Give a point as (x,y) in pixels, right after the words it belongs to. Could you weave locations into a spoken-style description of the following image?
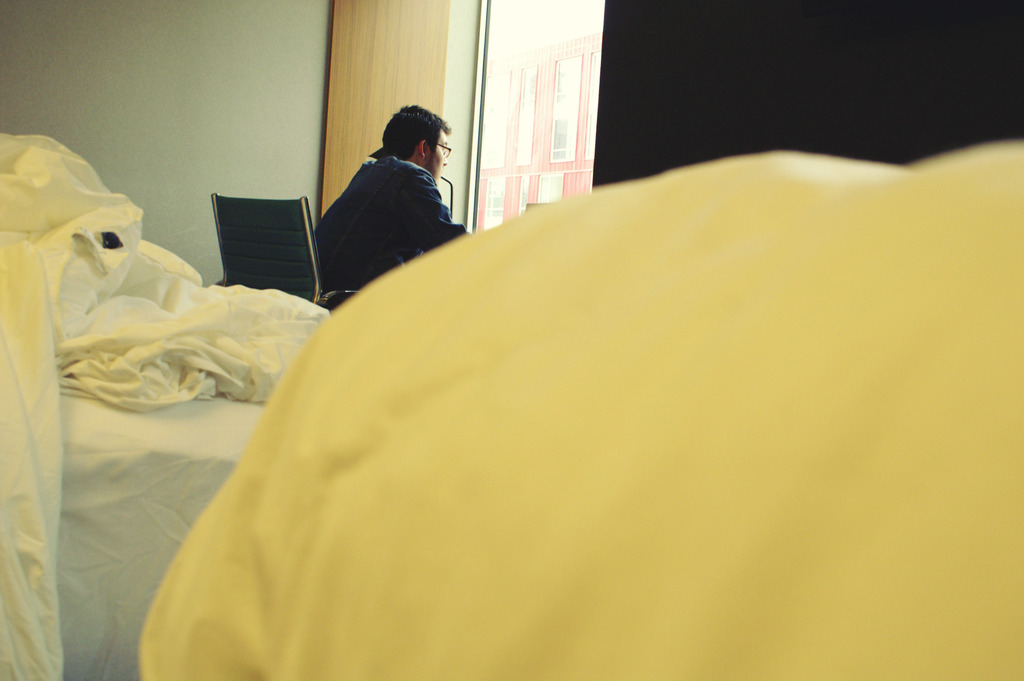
This picture is clicked inside the room (178,202). At the bottom of the picture (417,595), we see a yellow colored cloth (624,516) and beside that, we see a bed (196,454) with white colored bed sheet (148,410). Beside that, we see a man (393,167) in blue jacket (365,221) who is wearing spectacles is sitting on the black chair (270,226). In front of him, we see a window (504,203) from which we can see a building (513,196). Behind him, we see a white wall (184,152).
